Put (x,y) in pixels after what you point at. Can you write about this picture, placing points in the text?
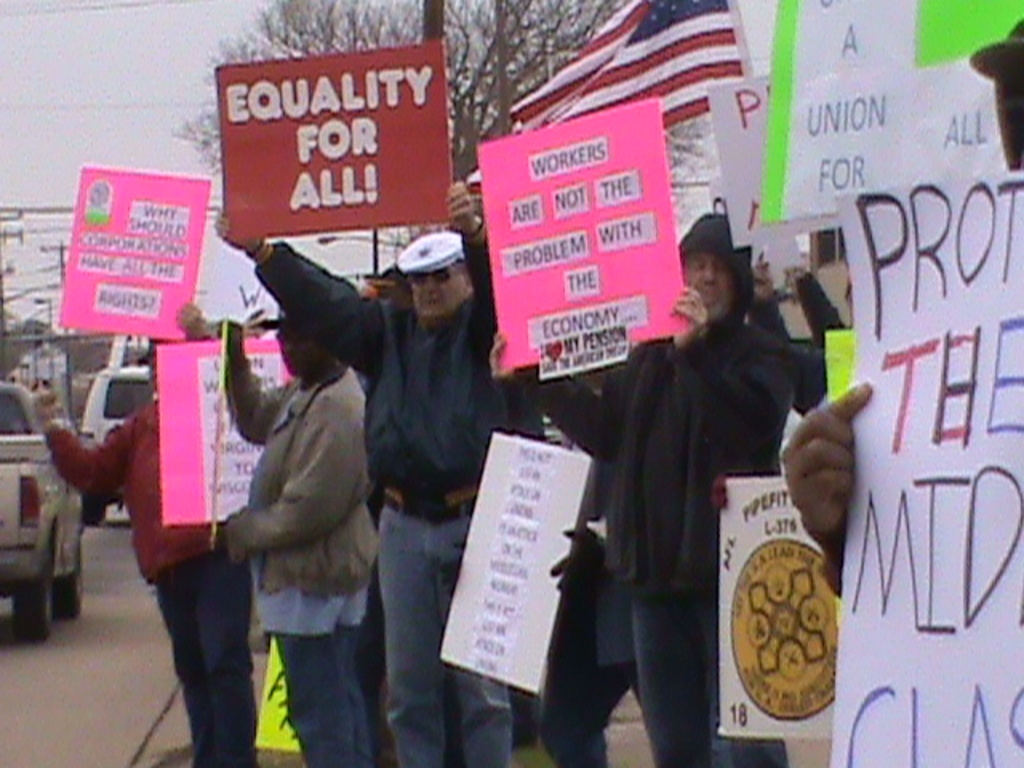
In the image in the center (350,474), we can see a few people (324,552) are standing and holding banners (634,282). And we can see a few vehicles (6,567) on the road (108,575). In the background (169,37) we can see the sky (18,118), trees (461,27), poles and one flag (707,16).
